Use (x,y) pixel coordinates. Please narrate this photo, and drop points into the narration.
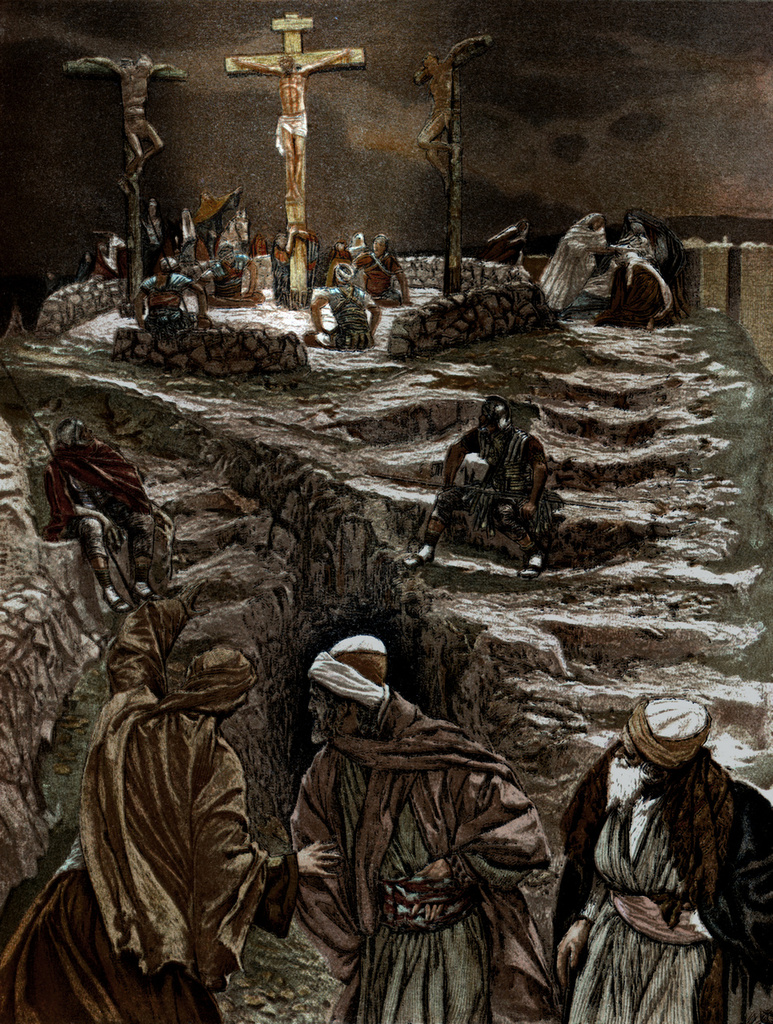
In this image I can see three persons (206,691) standing, at back (505,542) I can see few stairs (353,448) and few people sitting on the stairs (697,631). I can also see symbol of god (453,74) at the back (237,73).
